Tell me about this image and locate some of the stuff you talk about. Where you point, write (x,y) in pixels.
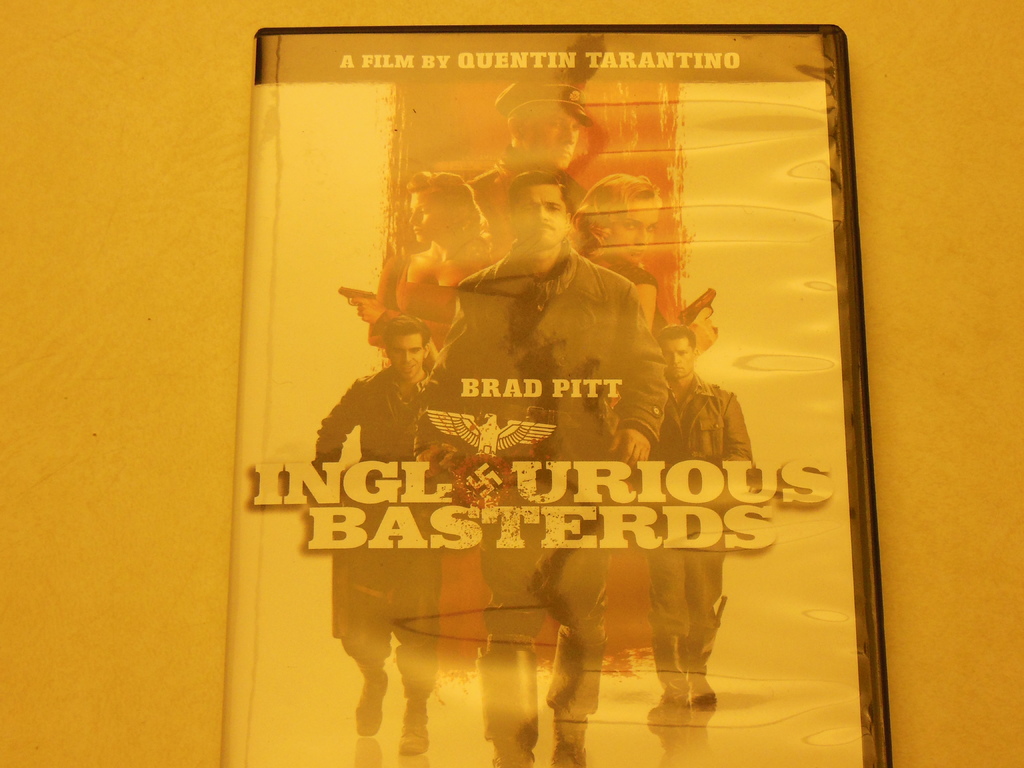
In the picture, there is a CD (454,295) and on the CD cover (290,52), the name of the film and the casting pictures (599,312) were printed.
